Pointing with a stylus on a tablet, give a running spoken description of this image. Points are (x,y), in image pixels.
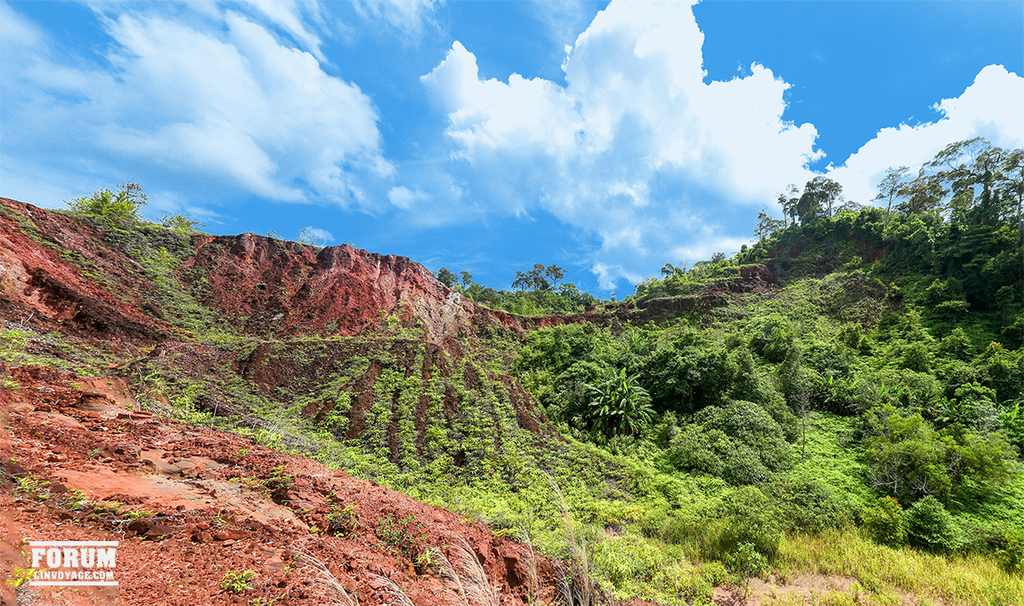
In this image we can see a group of trees (705,376), grass (786,320) and plants (728,446) on the hills (203,376). We can also see the sky (502,129) which looks cloudy.
